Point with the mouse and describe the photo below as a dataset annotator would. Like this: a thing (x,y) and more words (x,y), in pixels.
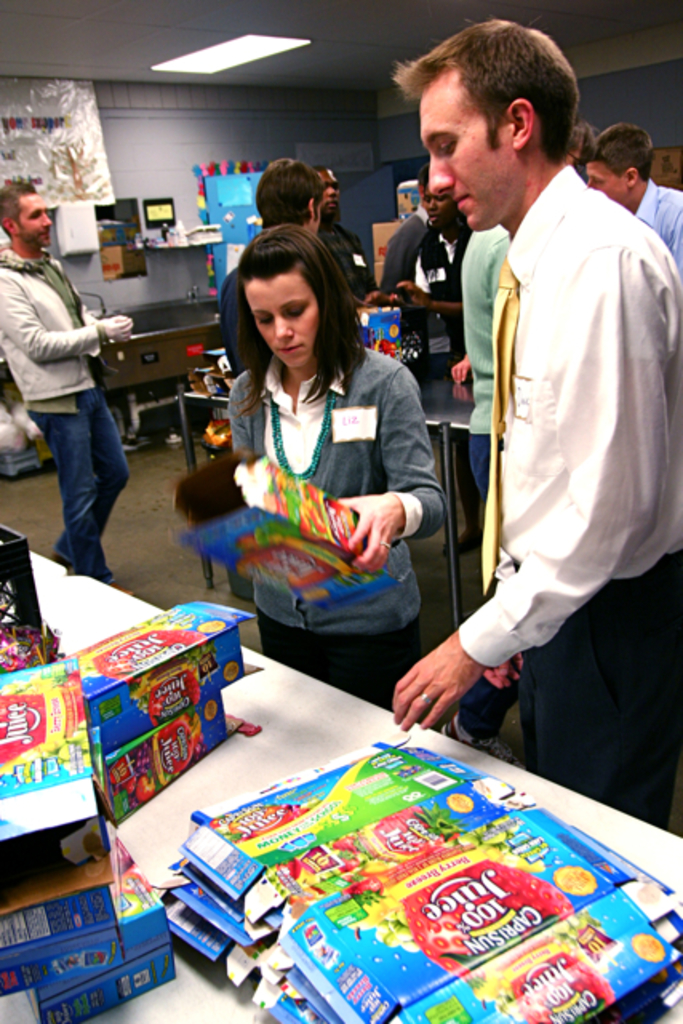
In this picture there are group of people (410,502) standing. In the foreground (325,642) there is a woman (375,624) standing and holding the box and there are boxes (522,975) on the table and there is text (21,721) on the boxes (302,809). At the back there is a table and there are cardboard boxes (383,244) and there are objects (242,234) on the wall (146,254). At the top (250,46) there is a light (221,53). At the bottom (305,686) there is a table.
